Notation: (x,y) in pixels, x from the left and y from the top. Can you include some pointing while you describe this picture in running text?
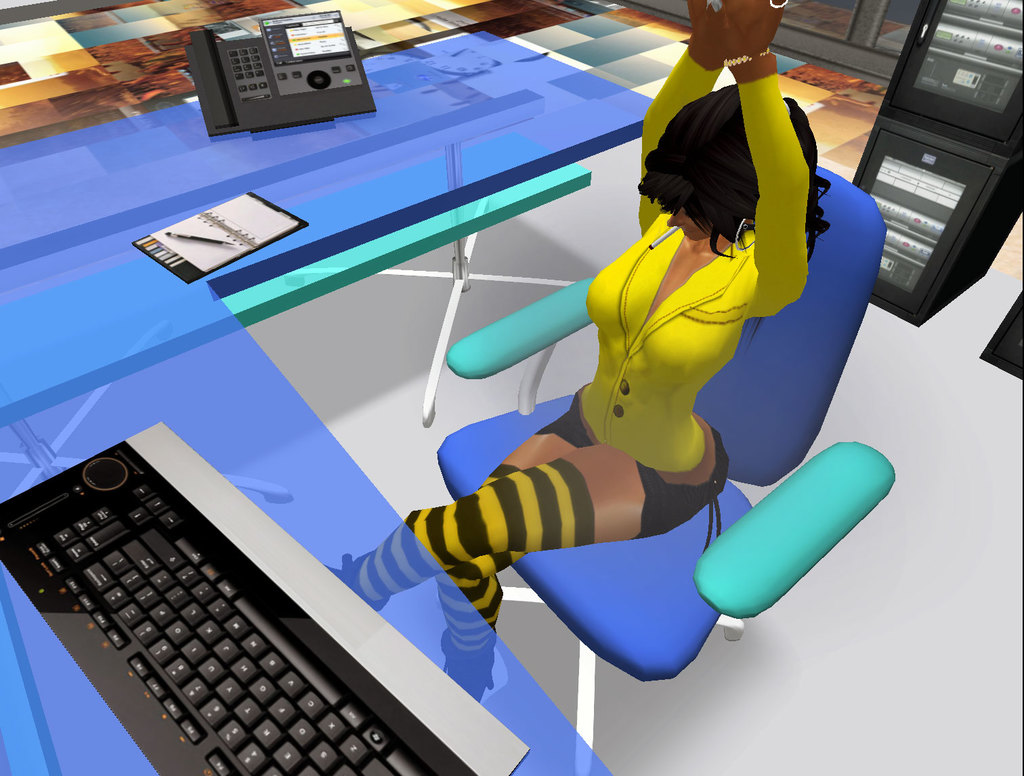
In this image I can see the depiction picture. I can see a woman (611,533) is sitting on a chair (743,355). I can also see a table (467,175) and on it I can see a telephone (208,74), a notebook (240,222), a pen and a keyboard (184,763). On the top right side of the image (931,47) I can see a black colour thing (921,25).
